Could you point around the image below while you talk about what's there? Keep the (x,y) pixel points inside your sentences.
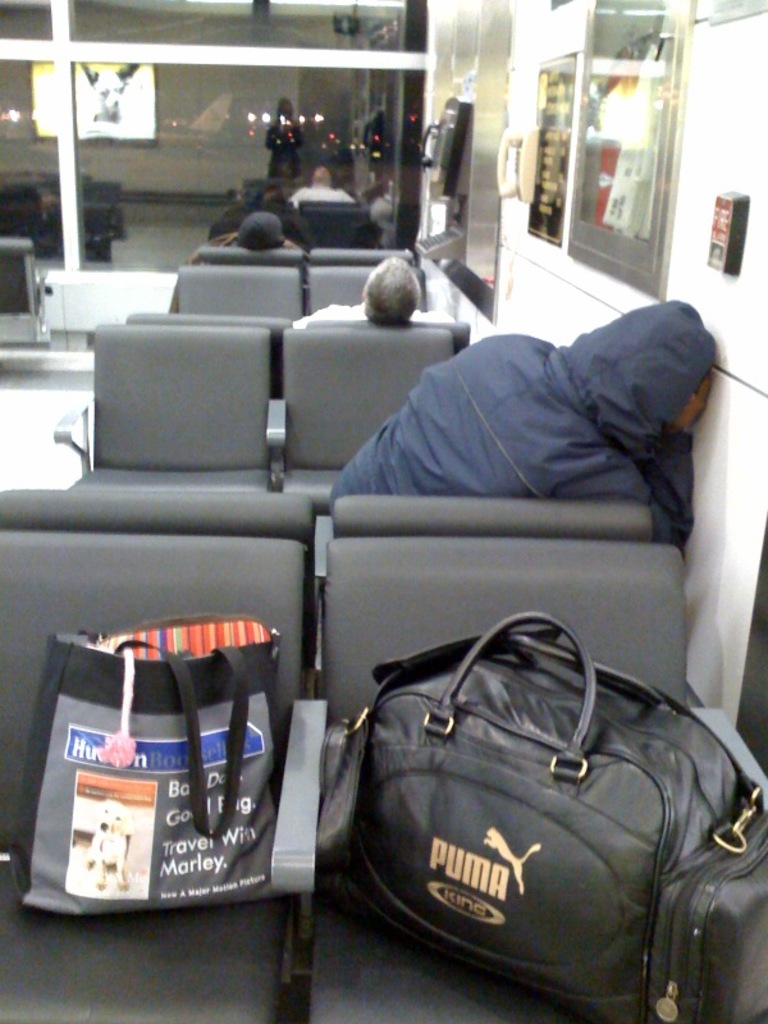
In this image, I can see three people (470,445) sitting and two luggage bags (384,812) on the chairs (333,435). I can see the telephones (524,180) and boards (652,205) attached to the wall (732,160). In the background (142,250), there is a glass door (40,65) with the reflection (339,170) of the lights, people (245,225), chairs (318,247) and a television (55,135).
